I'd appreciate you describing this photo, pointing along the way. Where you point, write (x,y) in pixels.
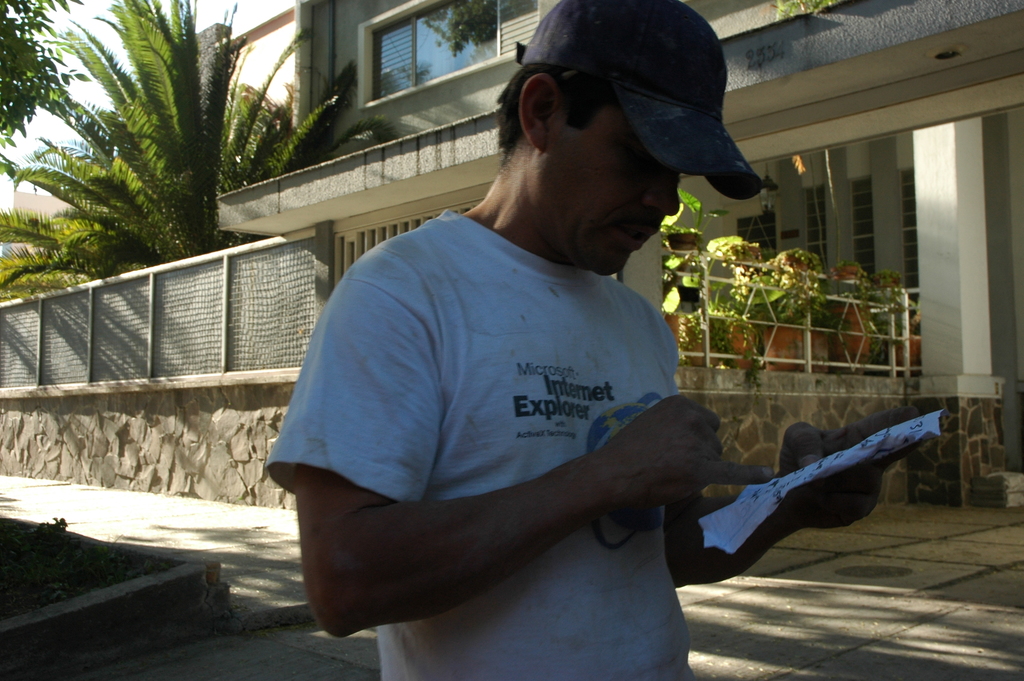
In the picture I can see a person (446,408) wearing white color T-shirt (472,404) and cap (648,130) is holding the paper (885,431) in his hands (845,435) and standing here. In the background (930,470), I can see a house (872,364), flower pots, the wall (940,448), trees (195,246) and the sky (13,8).
